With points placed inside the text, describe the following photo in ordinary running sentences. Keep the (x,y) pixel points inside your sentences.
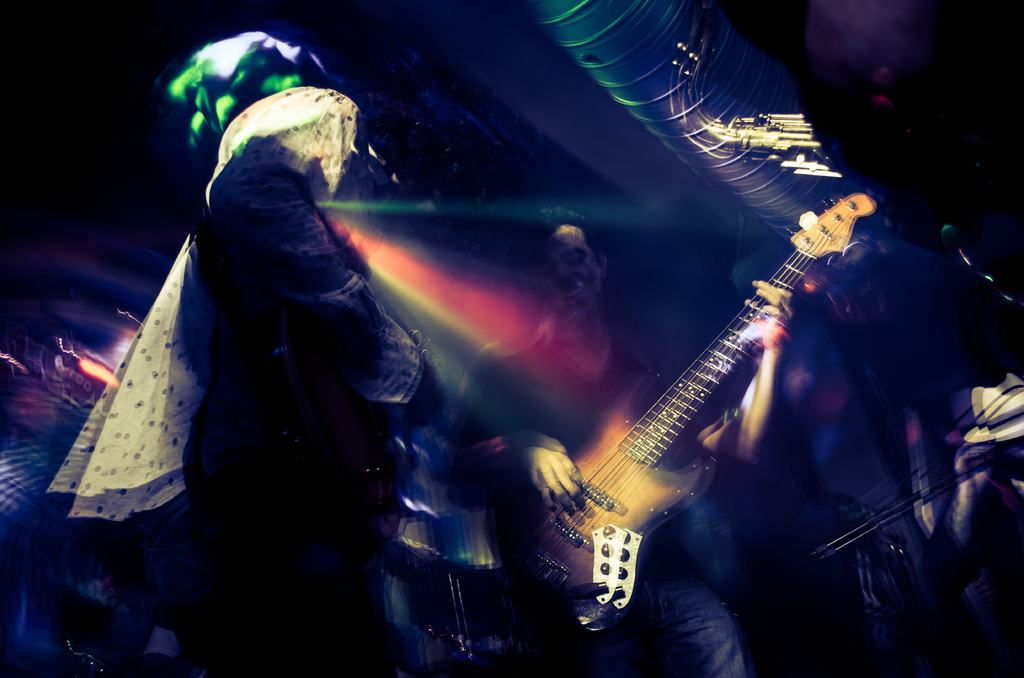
In this image i can see few persons (499,380) holding musical instruments (640,507) in their hands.
